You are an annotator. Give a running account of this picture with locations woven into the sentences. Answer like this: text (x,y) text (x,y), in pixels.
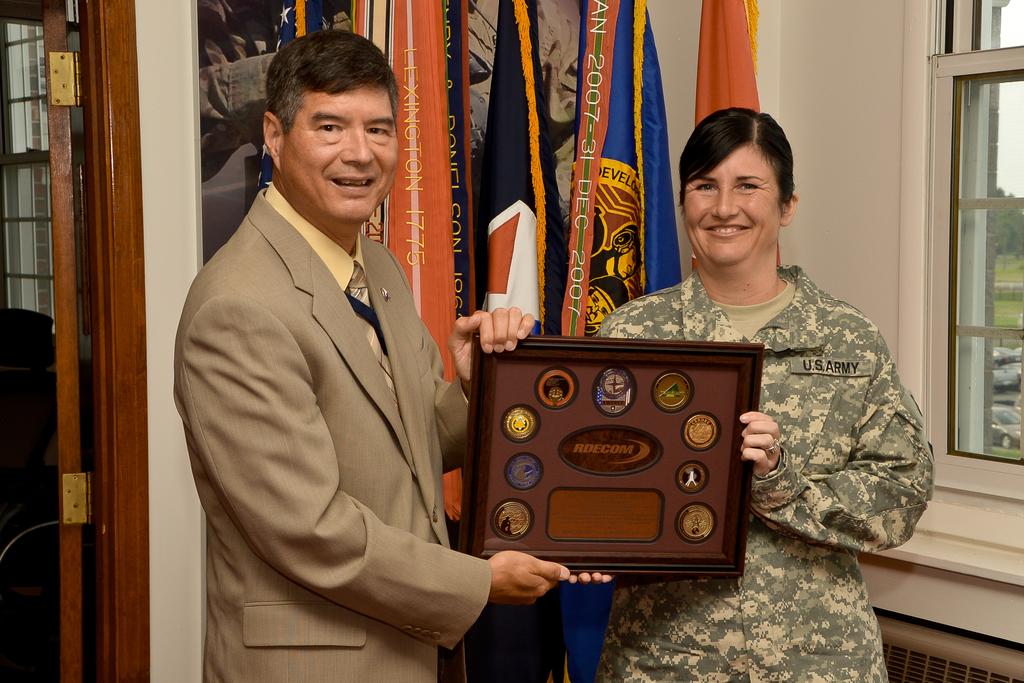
In this image we can see a man (498,317) and a woman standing on the floor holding a memento (650,437). On the backside (653,272) we can see the flags (591,263), a painting (563,12) on a wall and a door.
